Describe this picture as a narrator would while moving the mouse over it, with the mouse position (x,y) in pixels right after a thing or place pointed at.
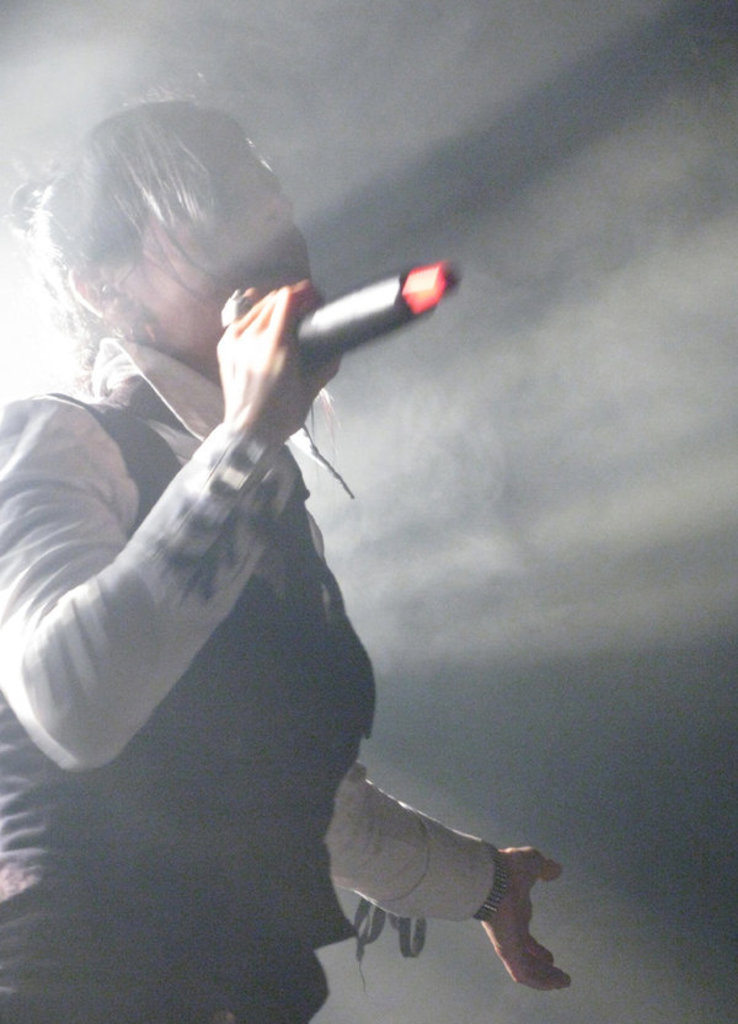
Here in this picture we can see a person (78,555) standing and singing a song with microphone (355,306) present in hand (276,308) over there.
